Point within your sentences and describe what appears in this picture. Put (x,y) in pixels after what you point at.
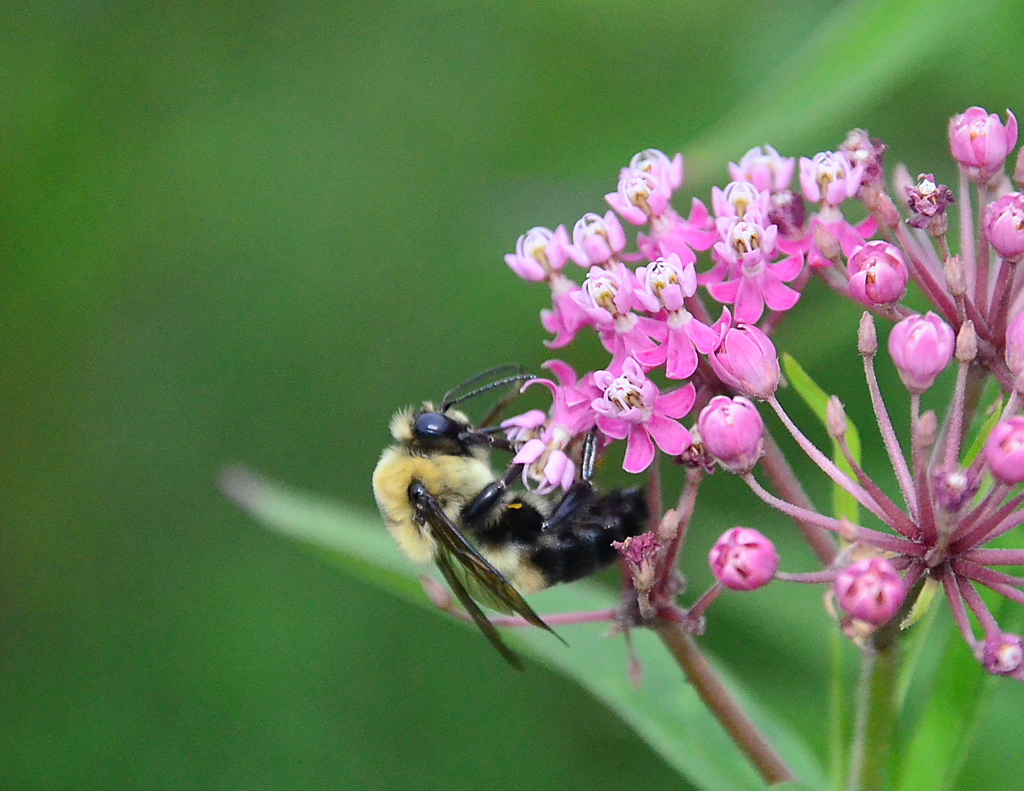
In this image I can see there is a bee (560,571) on the flower (895,594).
